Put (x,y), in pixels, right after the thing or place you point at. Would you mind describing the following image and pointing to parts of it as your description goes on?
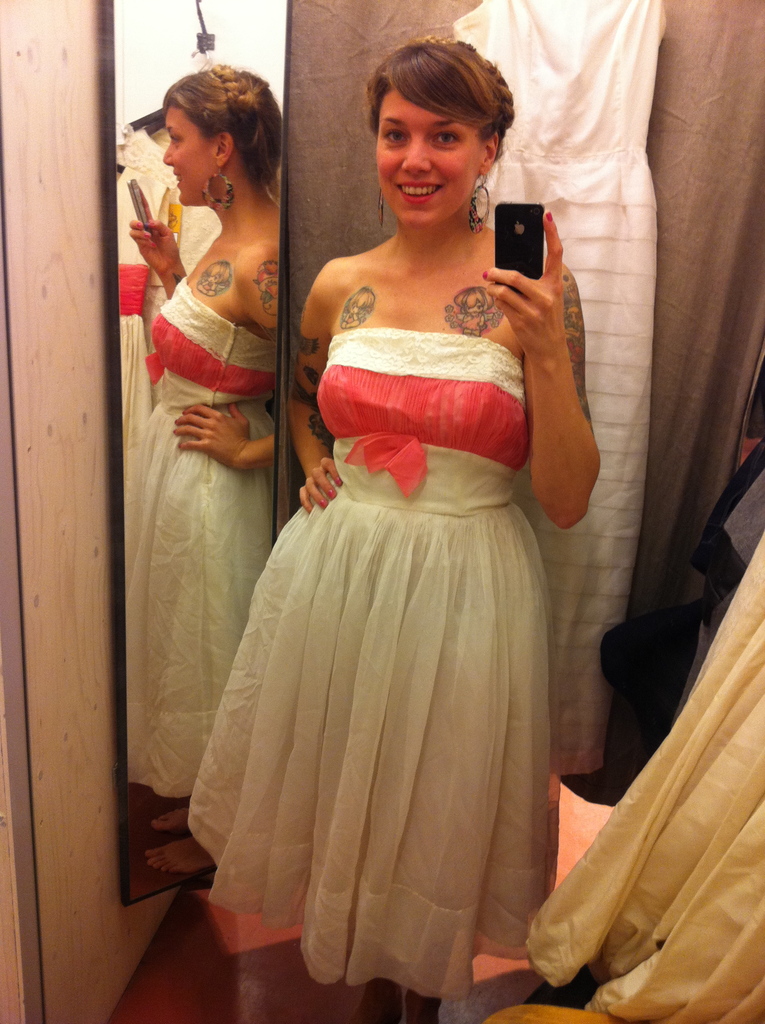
In the image there is a woman (443,181) in white gown (440,561) taking picture in the picture, on left side of her there is a mirror (150,430), behind her there are dresses (615,347) hanging on to the wall (297,70).
